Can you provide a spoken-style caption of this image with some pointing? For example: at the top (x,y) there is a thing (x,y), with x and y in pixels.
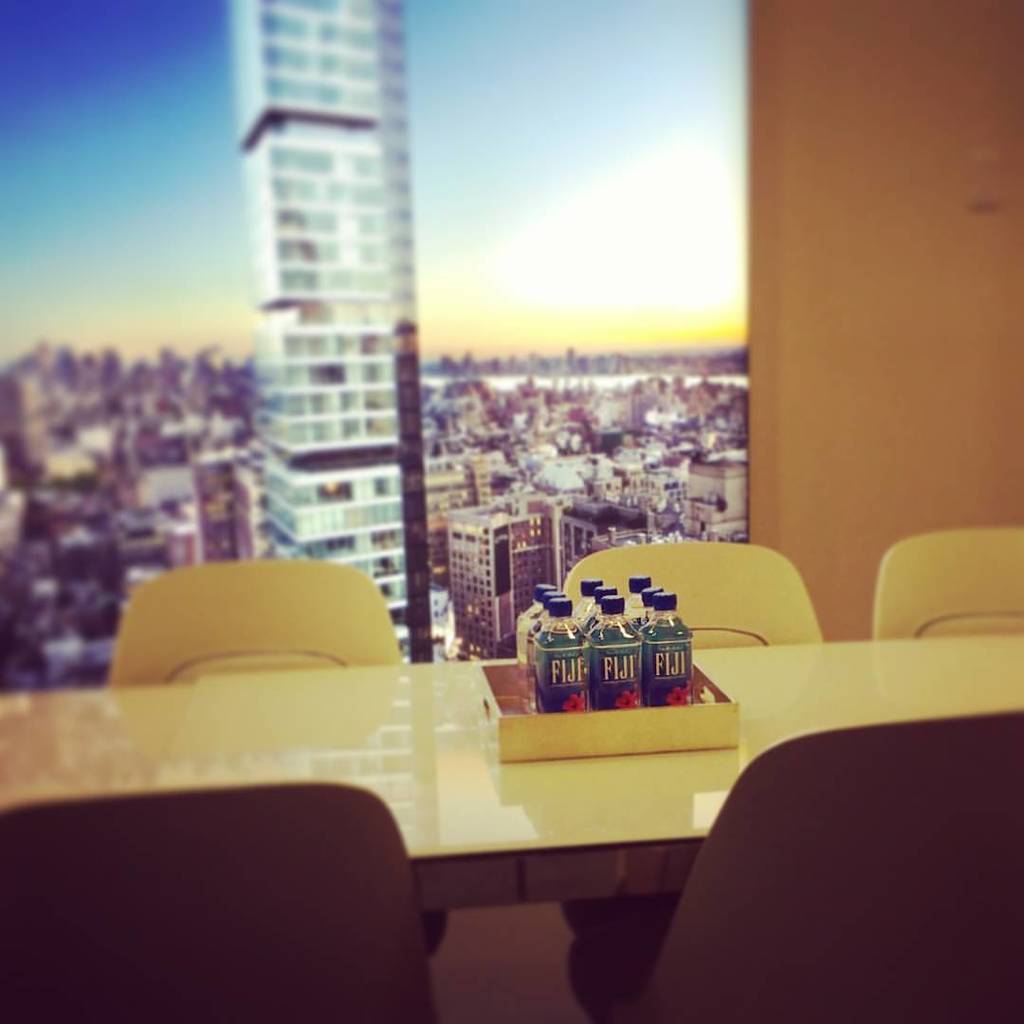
The image is inside the room (511,959). In the image there is a table (954,699), on table (954,699) we can see few water bottles (565,690) and we can also see five chairs (898,878). In background (797,146) there is a wall (756,257) and buildings (527,427) and sky (579,192) is on top (572,52).
